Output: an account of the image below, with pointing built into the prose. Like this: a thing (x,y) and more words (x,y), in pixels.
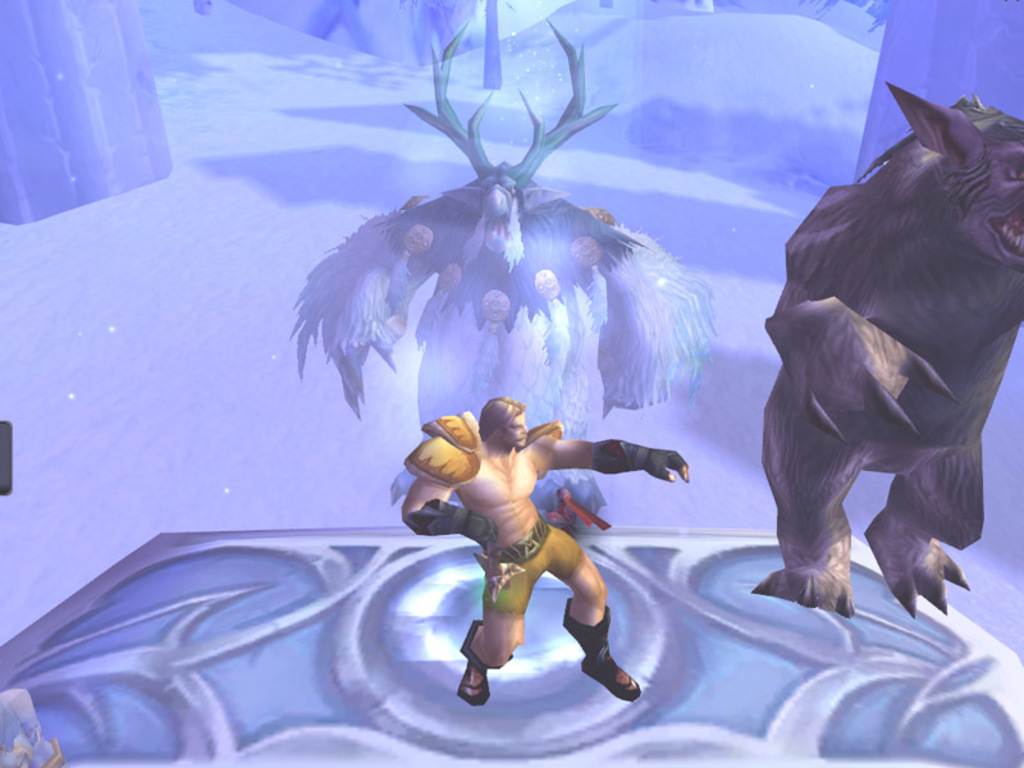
This is an animation image. In this image we can see an animal (885,572) and a man (493,597) standing on the floor (717,629). In the background (844,88) we can see an animal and ground (586,47) covered with snow (766,51).
